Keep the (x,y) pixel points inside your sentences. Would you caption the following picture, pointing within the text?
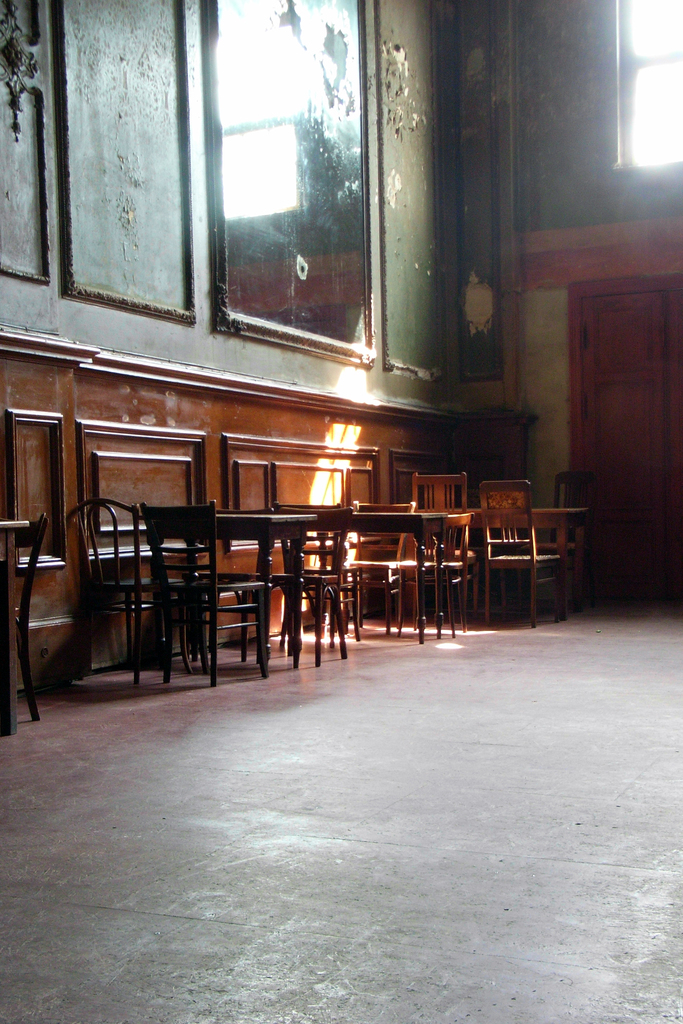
In this image I can see the inner part of the building (318,381). I can see few chairs (180,567), tables (290,535), door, window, few frames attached to the wall (192,334).
